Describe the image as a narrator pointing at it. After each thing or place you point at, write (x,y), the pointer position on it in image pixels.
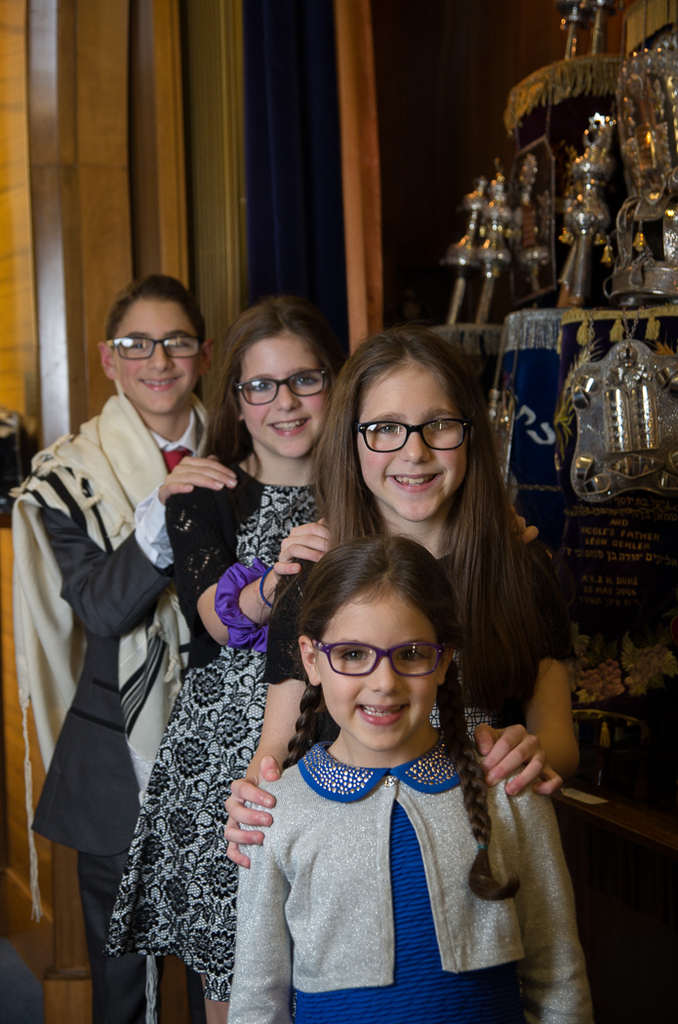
There are four people (322,535) standing and smiling. They wore spectacles (367,655). This looks like an object (575,389). In the background (135,249), I think this is a pillar (183,160).
